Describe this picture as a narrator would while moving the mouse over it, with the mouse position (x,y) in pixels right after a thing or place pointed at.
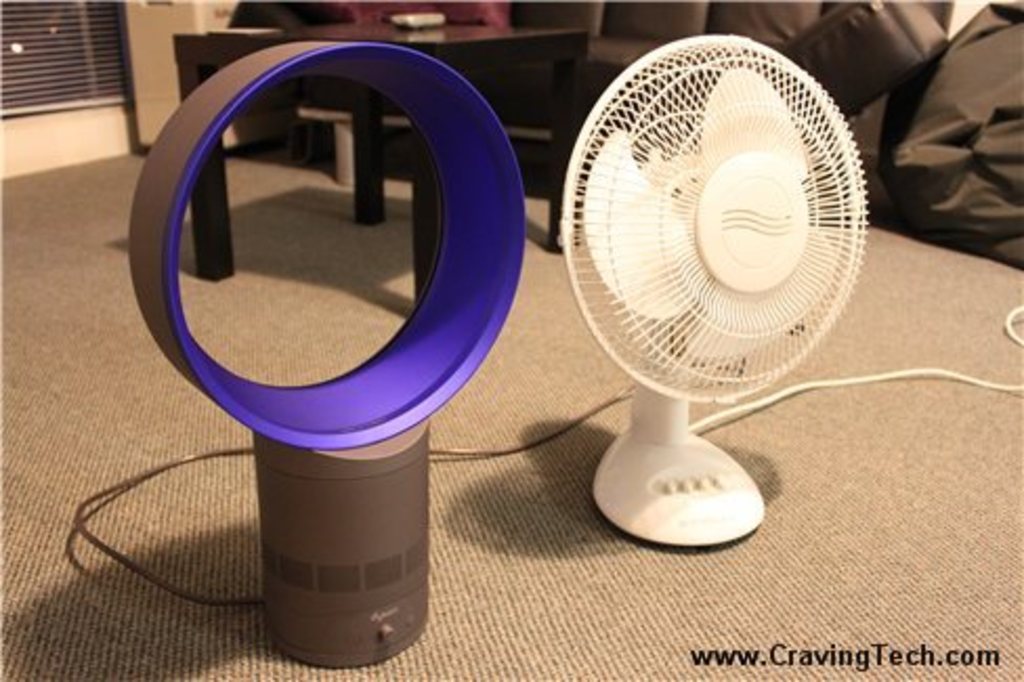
In this image in the center (647,240) there is a fan (688,362) which is white in colour and there is a table (453,42) which is black in colour and there are wires (548,436) and on the right side (923,102) there is an object (941,141) which is black in colour.
